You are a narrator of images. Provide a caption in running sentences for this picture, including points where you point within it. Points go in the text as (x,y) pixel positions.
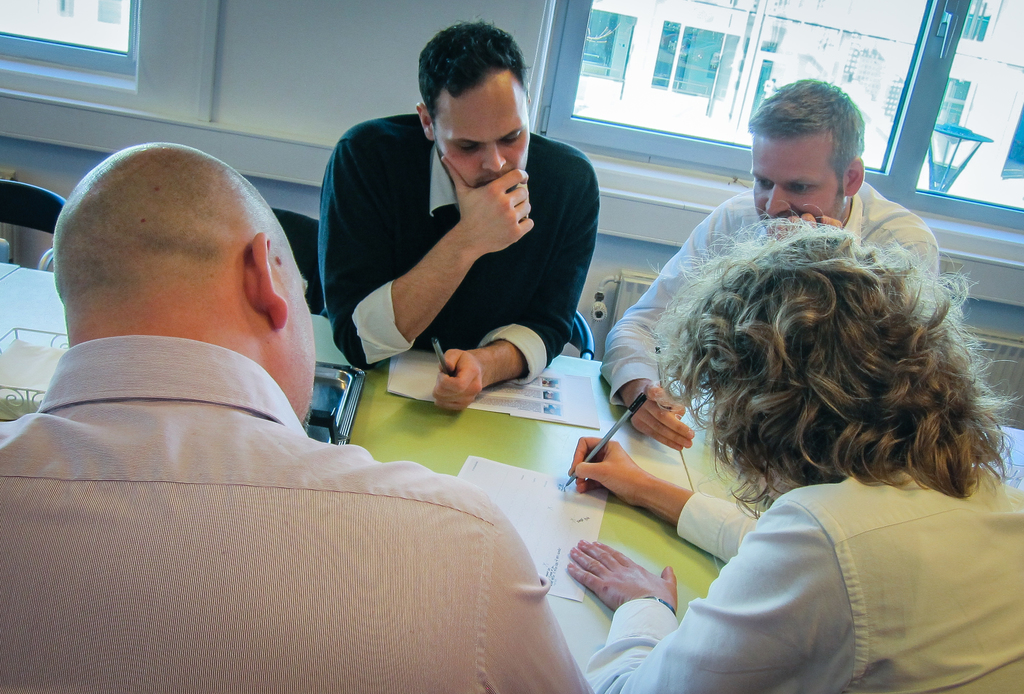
In the image there is a table (627,535) and around the table (643,526) there are four people (748,323), they are discussing something and on the table (410,434) there are papers (533,401), in the background (847,90) there are windows (579,96).
